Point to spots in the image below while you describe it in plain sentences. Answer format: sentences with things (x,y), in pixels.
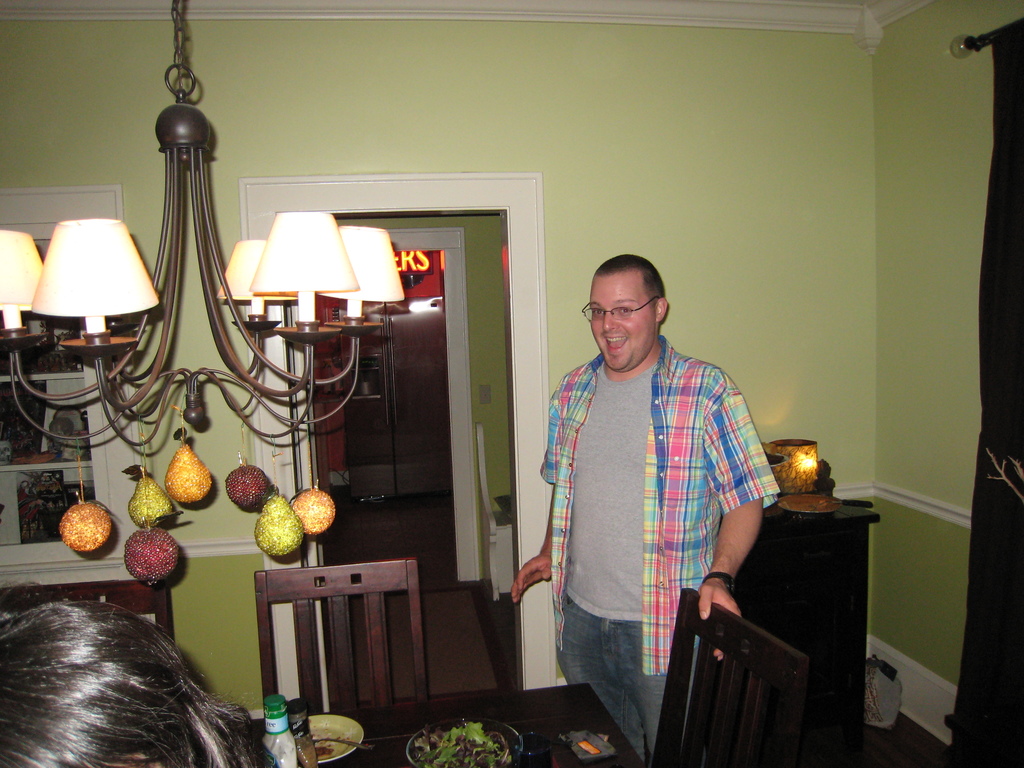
In this picture we can see a man (606,576) is standing on the floor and smiling. In front of the man (599,573) there is a table (574,707) and chairs (769,655) and on the table (478,704) there are plates (343,738), bottles (270,749) and some food items (459,739) and on top of the table (373,721) there is a chandelier (204,462). Behind the man (651,448) there is a wall (732,163) with a curtain (1007,605) and other things (809,531).
